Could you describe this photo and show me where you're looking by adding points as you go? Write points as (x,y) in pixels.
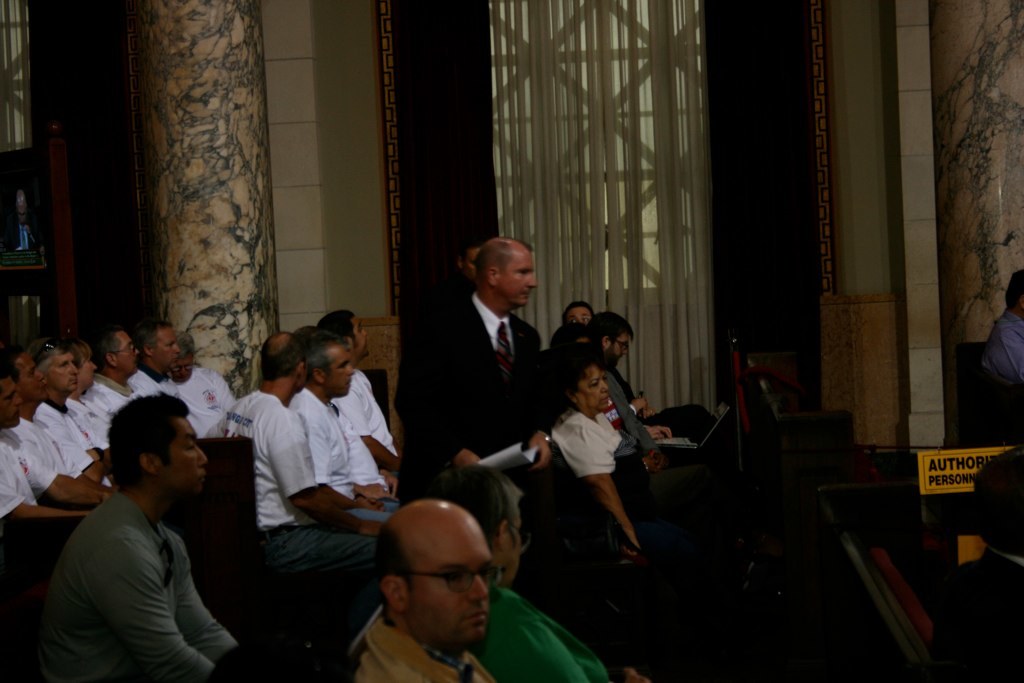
This picture describes about group of people (326,383), few are seated on the chairs (234,579) and few are standing, in the middle of the image (431,406) we can see a man (519,408), he is holding a paper (502,459), and also we can see a laptop (677,441).
